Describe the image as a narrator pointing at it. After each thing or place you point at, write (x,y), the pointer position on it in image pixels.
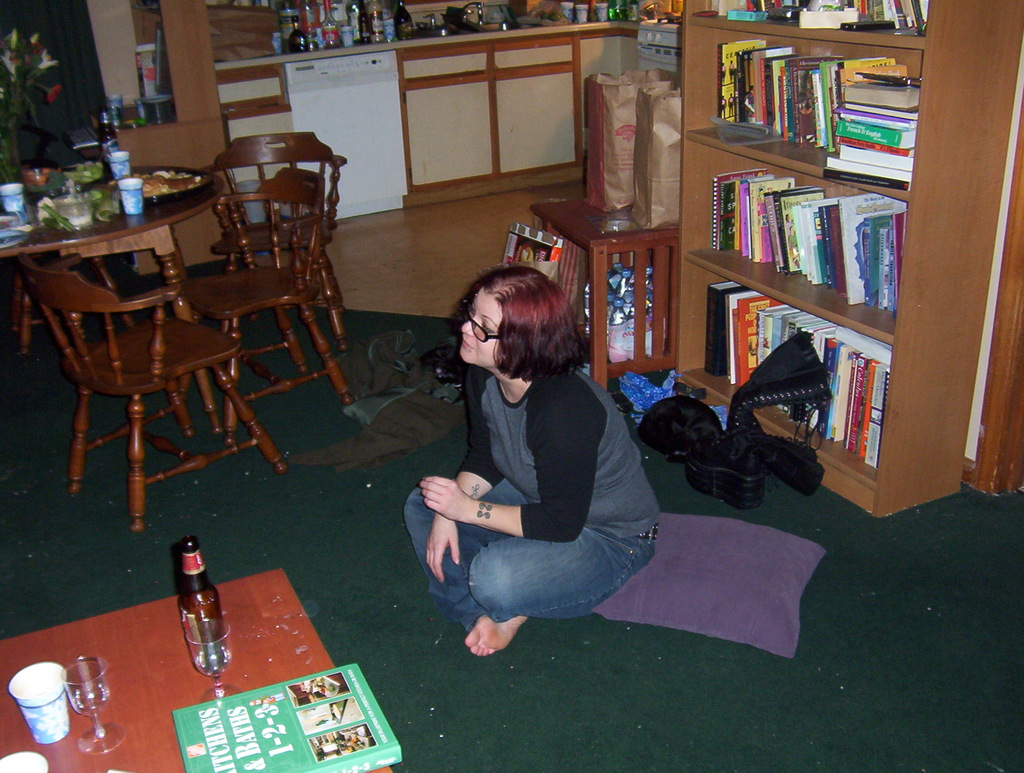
In this image i can see a woman (633,529) sitting on the floor (589,638) there is a bottle (194,581) few glasses (222,651) and a book (276,738) on a table (283,677), at the back ground (114,222) i can see a dining table (171,282), the food (156,177) on the table (106,235) and few books (838,227) in a cup board (844,42) and there is a dishwasher (355,81).
